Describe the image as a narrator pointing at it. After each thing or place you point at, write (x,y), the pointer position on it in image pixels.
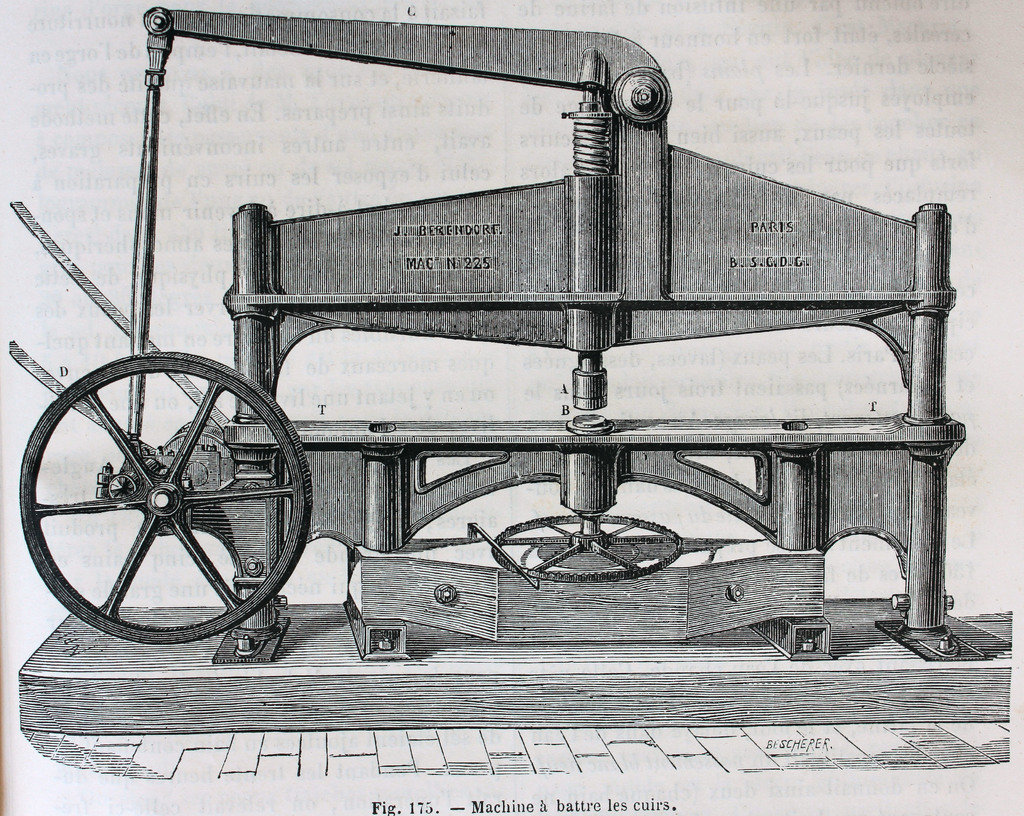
In this image, we can see a sketch (328,422) of a machine (572,244) and there is some text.
